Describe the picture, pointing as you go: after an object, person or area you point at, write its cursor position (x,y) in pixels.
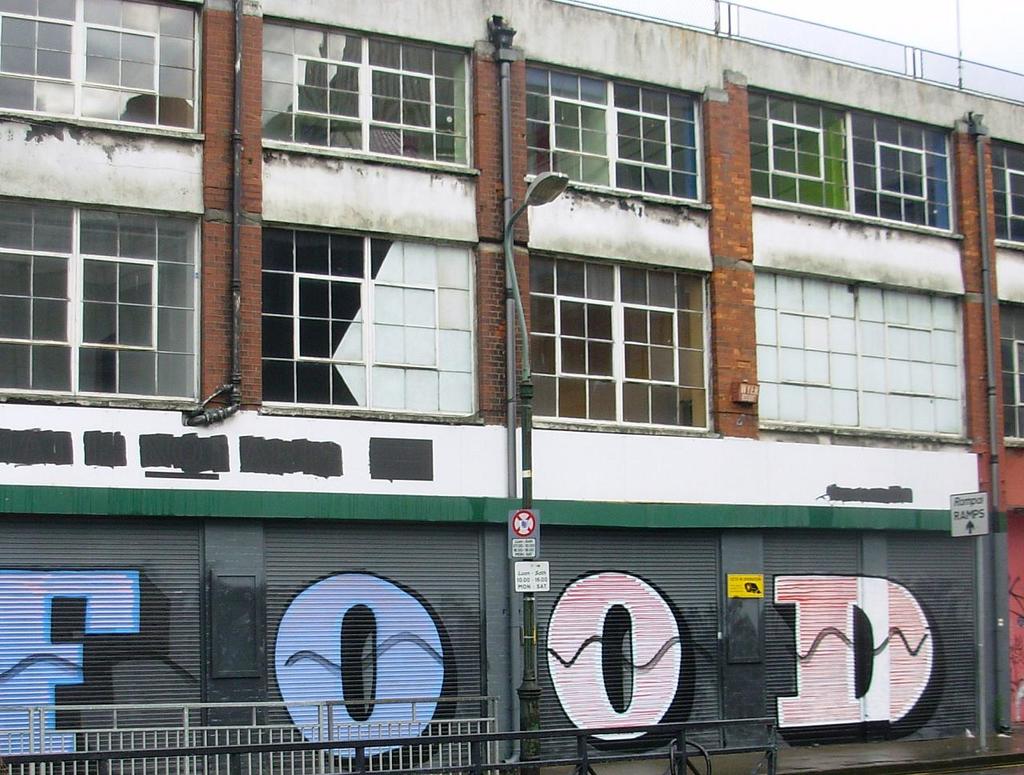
In this image I can see a pole (527,719) in the front (532,394) and on it I can see few boards (531,548) and a street light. On these boards (532,513) I can see something is written. In the background (448,576) I can see a building (435,118) and on the right side of this image (956,517) I can see few more boards (984,534). I can also see something is written on these boards (966,531).
